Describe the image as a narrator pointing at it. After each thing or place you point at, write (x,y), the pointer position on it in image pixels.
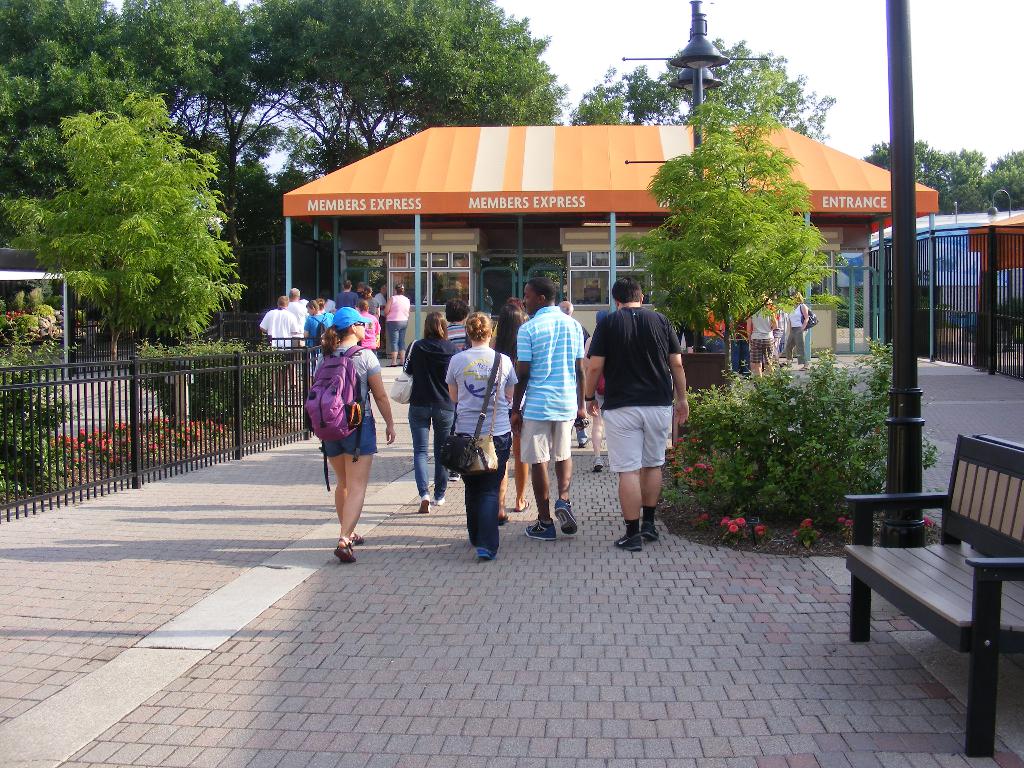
In this image there are group of people (414,411) walking in the road (401,561), and in back ground (498,207) there is building (442,246), tree (415,43), plant (36,443), fence (237,450), bench (934,578), pole (898,261), sky (953,8).
